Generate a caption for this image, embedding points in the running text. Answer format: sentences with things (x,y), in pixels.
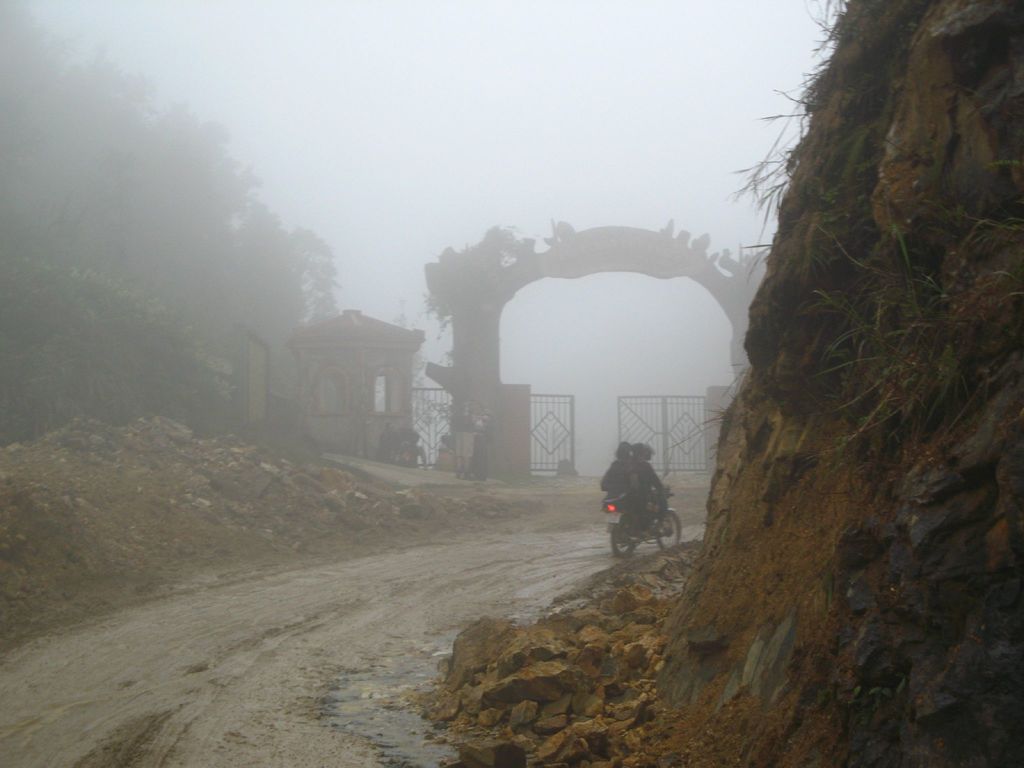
In this image I can see two persons (641,485) are sitting on a bike (624,510). In the background (678,457) I can see gates (568,457), trees (307,312), a road (315,574) and the sky (452,153).
